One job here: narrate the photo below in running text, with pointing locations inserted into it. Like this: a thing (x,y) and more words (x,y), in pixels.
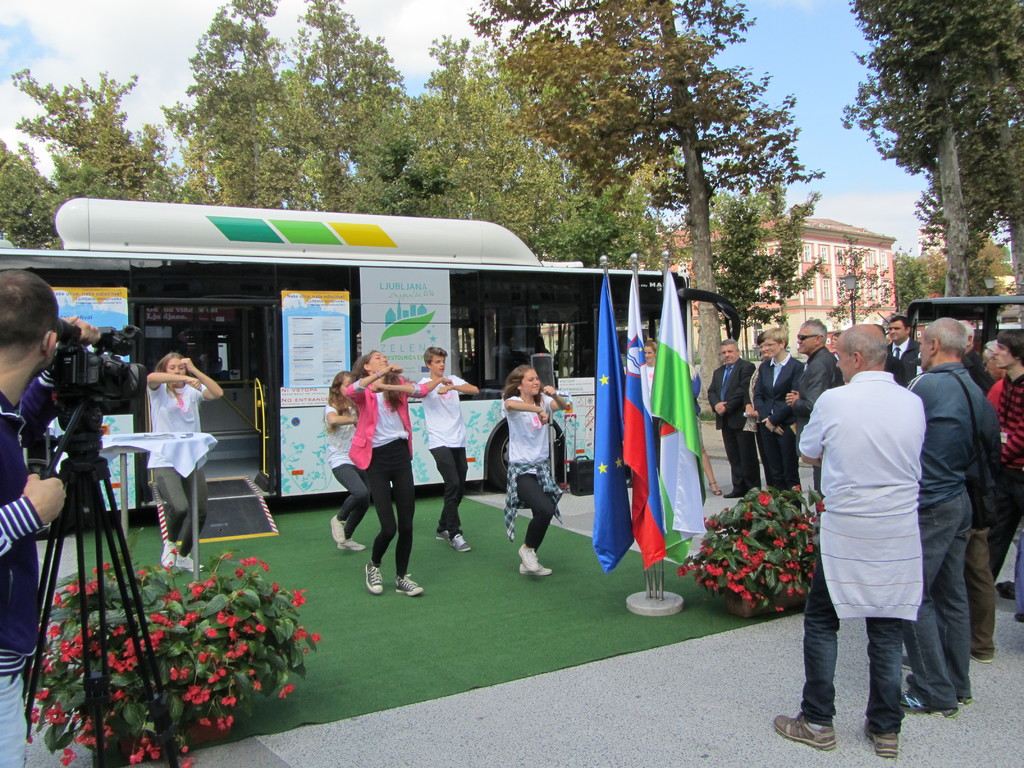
Few people (909,635) are standing and these people (183,363) are dancing, left side of the image (36,324) this person (38,352) holding camera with stand (102,579). We can see plants (782,539) and flowers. Background (379,322) we can see bus (340,237), trees (1011,132), building (845,241), light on pole (852,291) and sky (51,39) with clouds (51,39).
